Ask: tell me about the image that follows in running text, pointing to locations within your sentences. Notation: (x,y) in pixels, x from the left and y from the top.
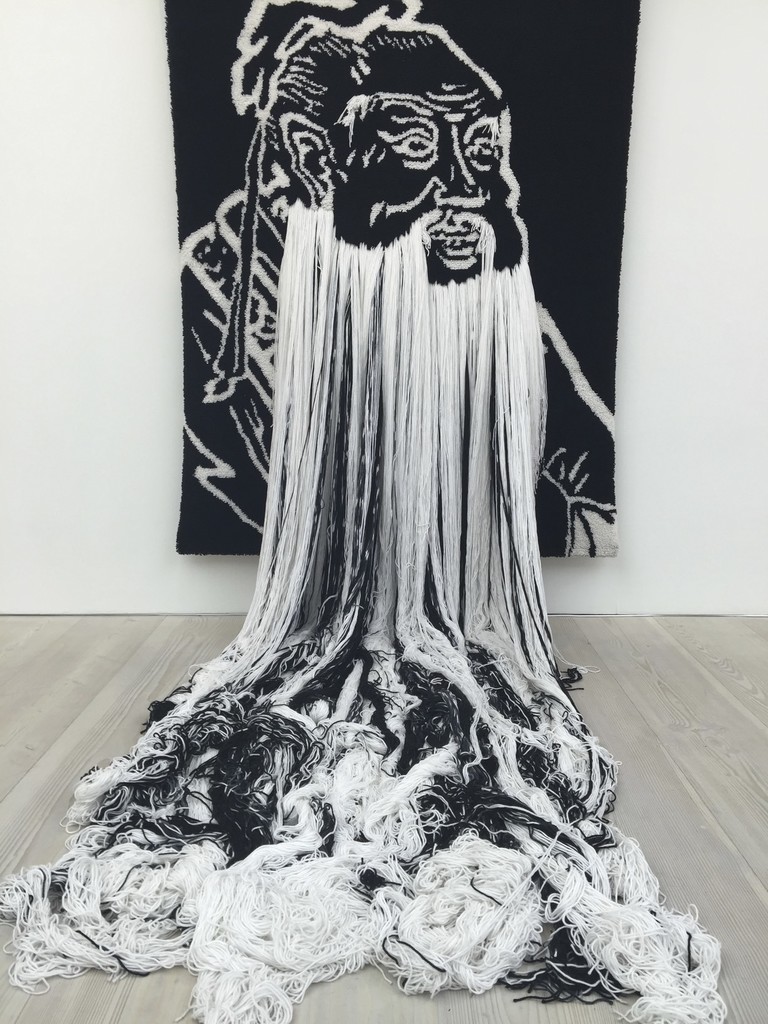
In this picture I can see a art (387,185) on the cloth (224,428) and a wall (743,230) in the background (733,482). I can see few threads (506,706) on the floor (9,838).
